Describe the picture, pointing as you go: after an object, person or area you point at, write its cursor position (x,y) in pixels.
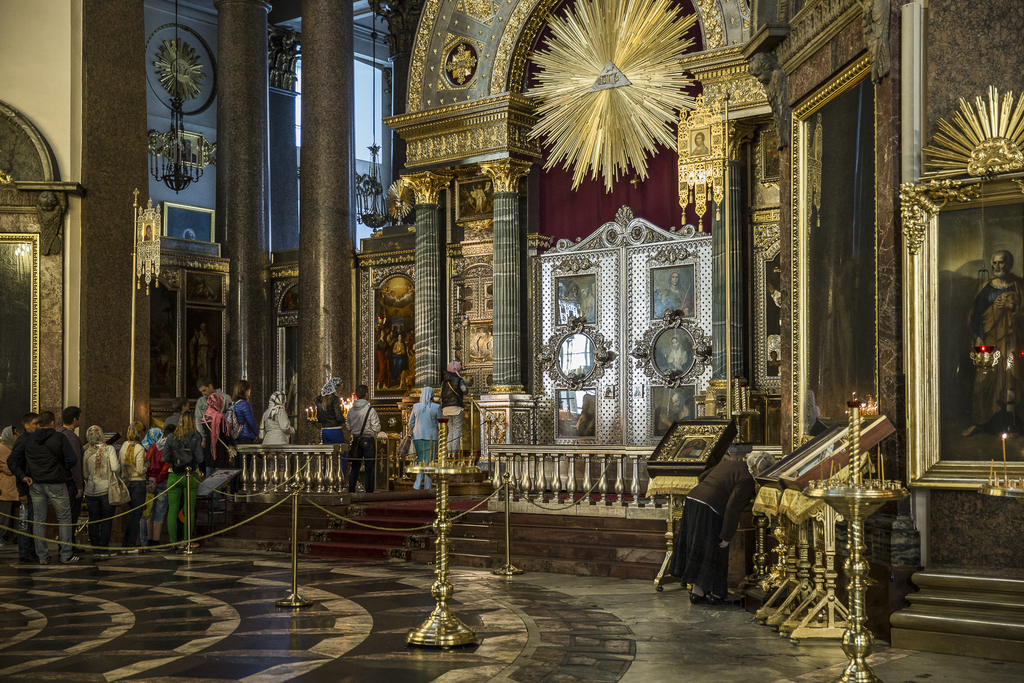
This image is inside the church (918,356) where we can see these people (255,430) standing in the queue (199,430), we can see stands (507,556), pillars (482,436), photo frames (960,187) on the wall (68,374) and the glass windows (380,156) in the background (392,132).
